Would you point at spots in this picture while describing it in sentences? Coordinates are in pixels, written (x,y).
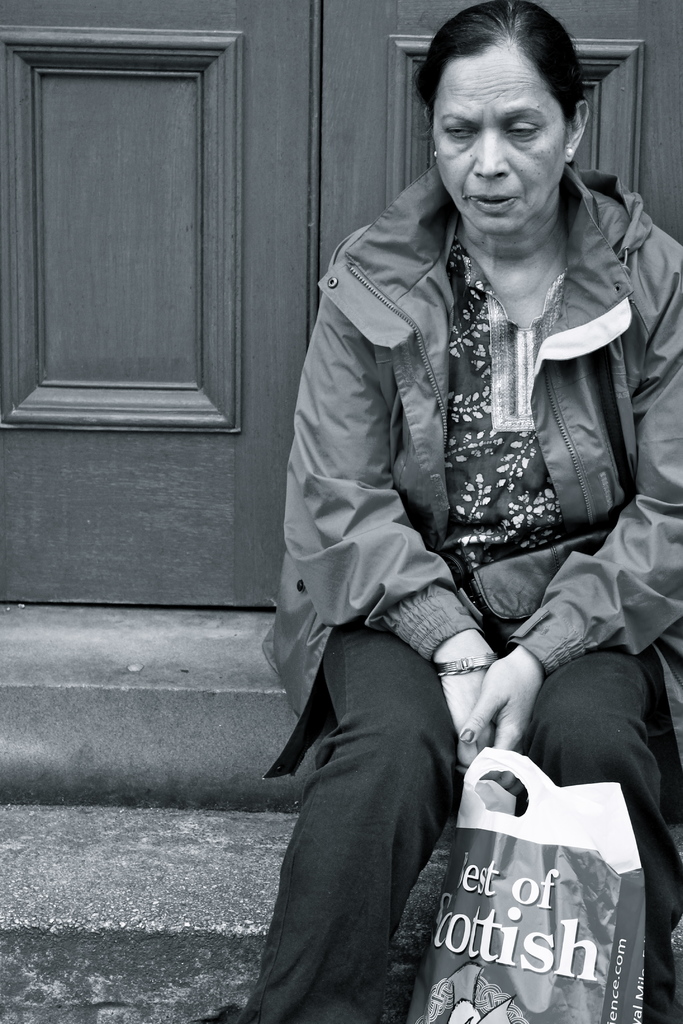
This is a black and white image. A person (646,378) is sitting in front of a door (266,32). There is a polythene bag (496,913) in the front (496,913). She is wearing a jacket (424,235).
